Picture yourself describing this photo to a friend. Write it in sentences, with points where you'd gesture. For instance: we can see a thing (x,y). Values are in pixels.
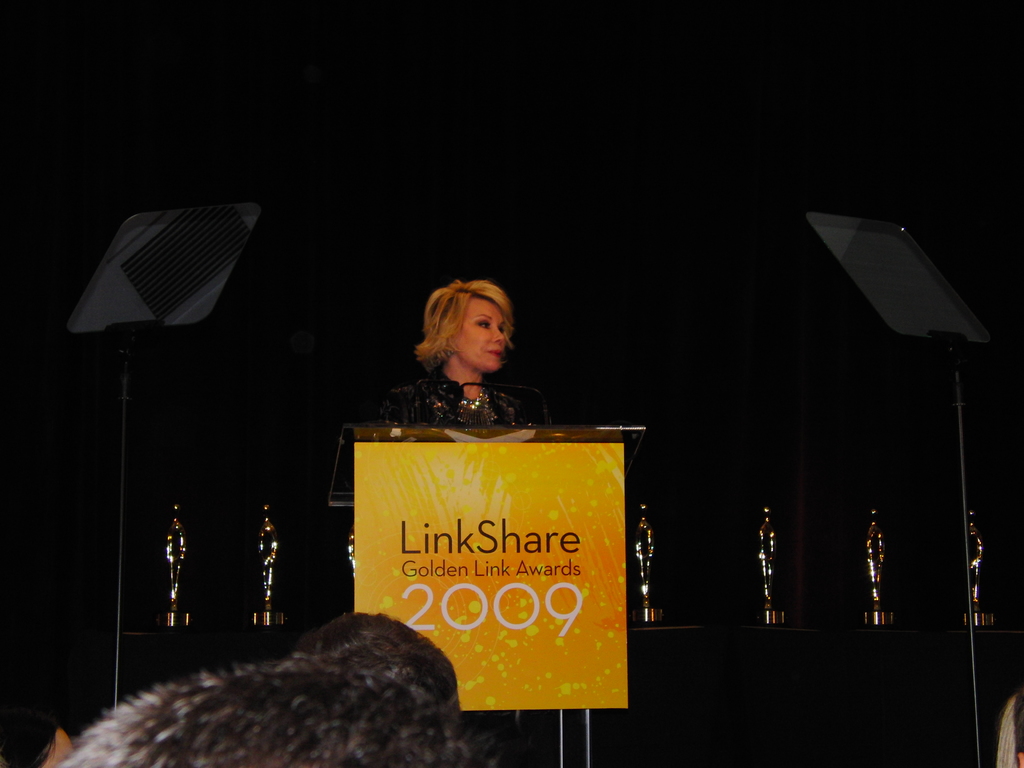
In this image a woman (431,308) is standing behind the podium (455,570) having a mike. Bottom of image (408,691) there are few persons (183,756). Behind the women (464,420) there are few shields (170,554) on the table (929,714).
